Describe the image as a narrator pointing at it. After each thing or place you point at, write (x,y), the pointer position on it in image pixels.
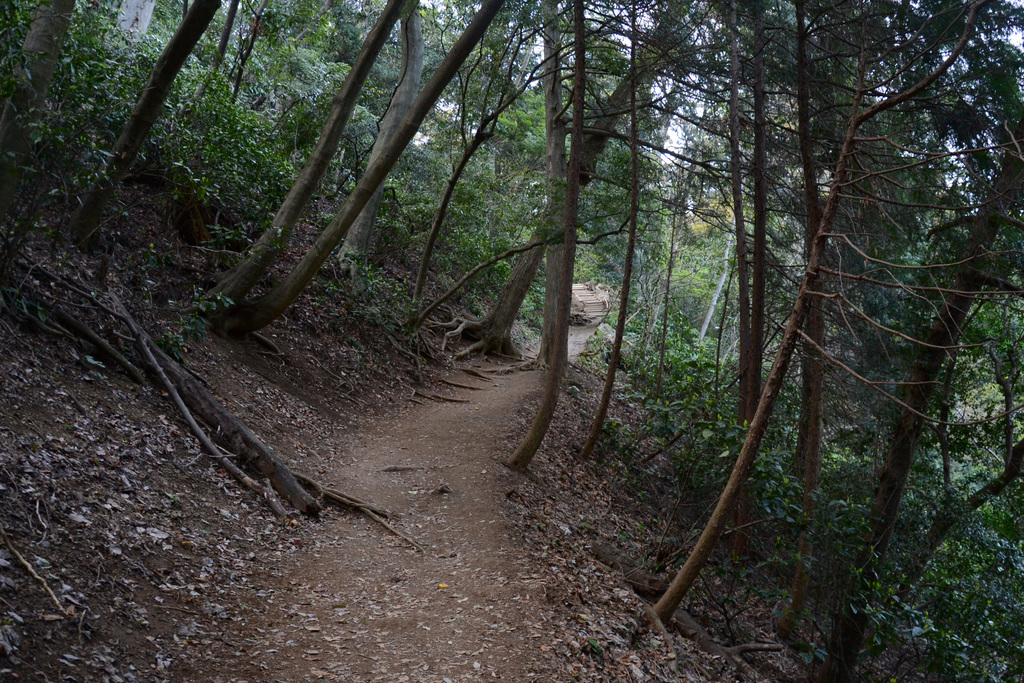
In this image, we can see so many trees (916,590), plants (484,287). At the bottom (391,532), there is a walkway (497,450).
